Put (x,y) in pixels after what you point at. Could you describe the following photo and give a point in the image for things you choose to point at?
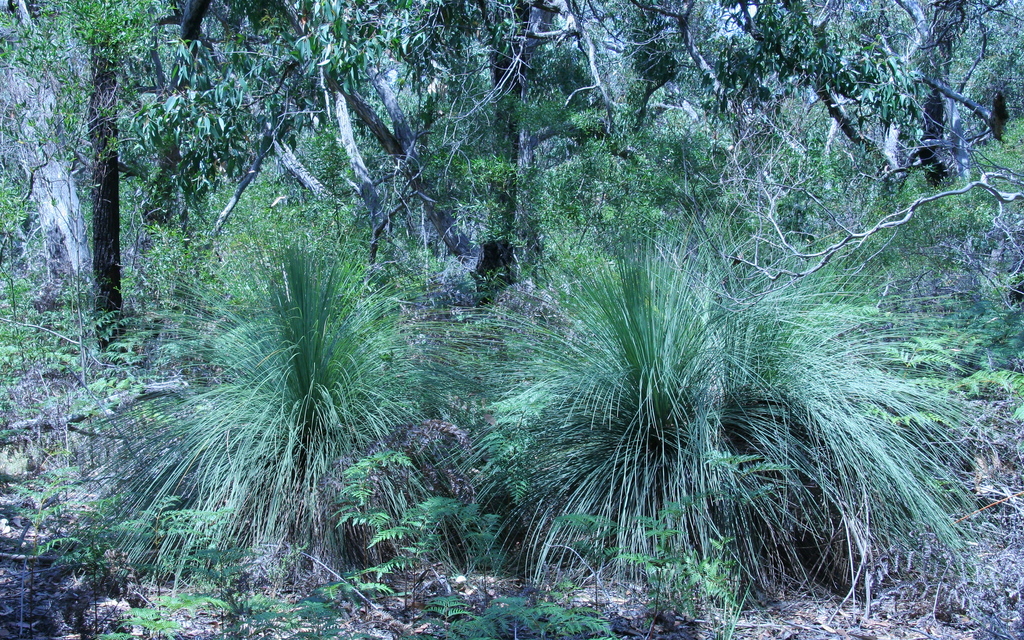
In the picture I can see plants (558,550) and trees (498,263). I can also see the grass (684,548).
